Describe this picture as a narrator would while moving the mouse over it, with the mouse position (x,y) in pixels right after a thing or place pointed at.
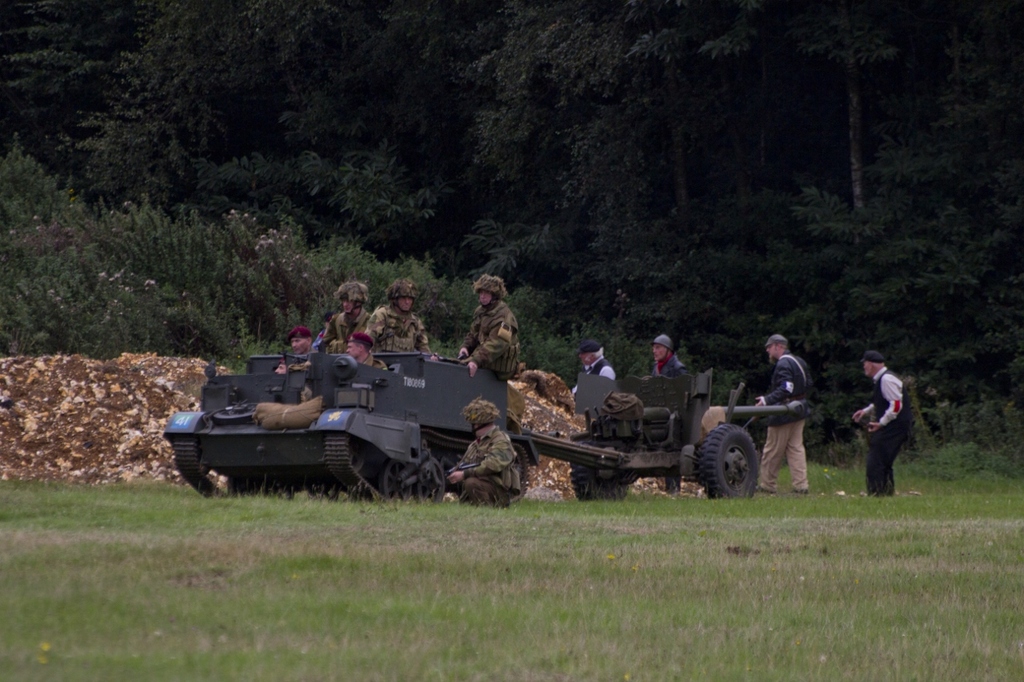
This picture is taken outside. In the center (358,333) there are group of people (373,316) riding a vehicle (414,352). There is man (486,498), he is in squatting position and wearing a helmet (490,412) and shirt (501,437). Towards the right (874,450) there is a man (871,458) wearing a black dress (878,394). Before him there is another man (758,404), he is wearing a black shirt (797,373) and cream trousers (795,434). In the bottom (676,555) there is a green grass (715,585). In the background (491,66) there are group of plants (806,209) and trees (569,88).
